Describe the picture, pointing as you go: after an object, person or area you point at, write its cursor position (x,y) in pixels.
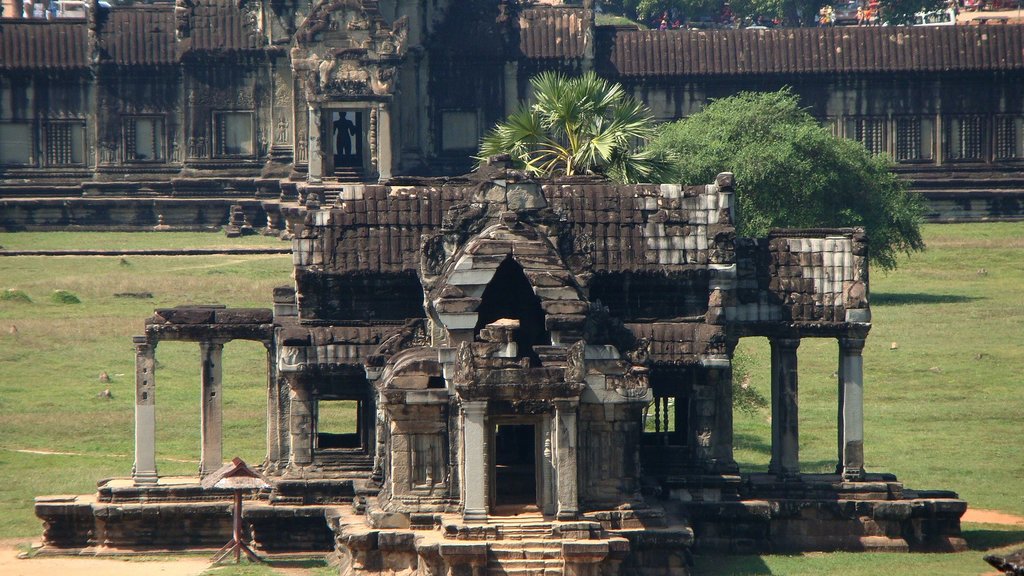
In this image I can see the grass (129,428). I can see the trees (720,170). I can see the buildings (424,169). In the background (923,22), I can see the some people (872,11) and the vehicles (942,13).
